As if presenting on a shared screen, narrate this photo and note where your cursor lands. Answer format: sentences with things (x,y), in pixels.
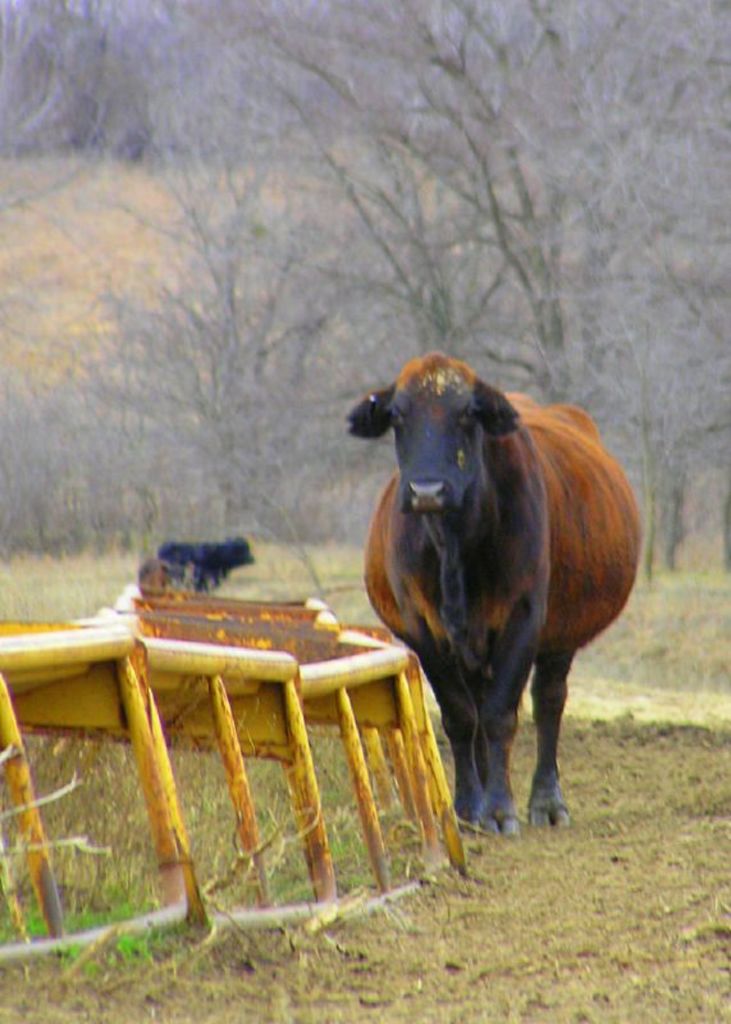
In the image we can see there are cows (499,495) standing on the ground (565,958) and the ground (252,585) is covered with grass (610,858). Beside there is an iron rods object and there are lot of trees (310,284) at the back (267,513).
